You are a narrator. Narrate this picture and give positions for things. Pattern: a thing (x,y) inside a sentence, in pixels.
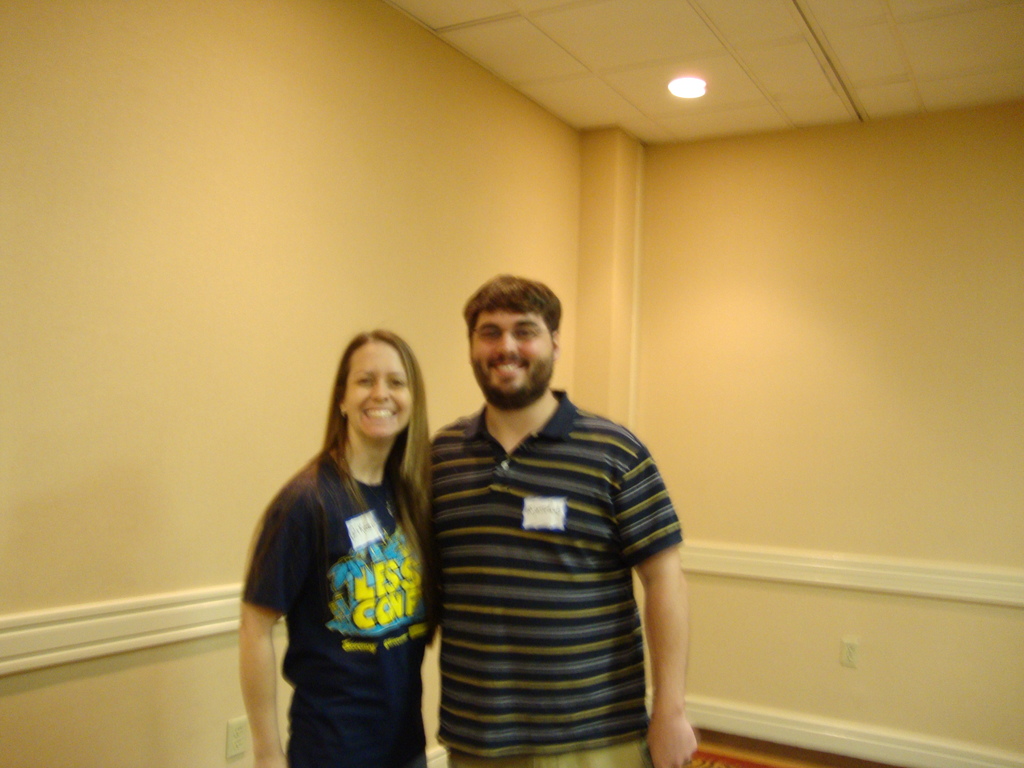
In this picture, we can see two persons (549,588), and we can see the ground (714,736), wall (770,450) with switch boards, and the roof (671,94) with lights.
